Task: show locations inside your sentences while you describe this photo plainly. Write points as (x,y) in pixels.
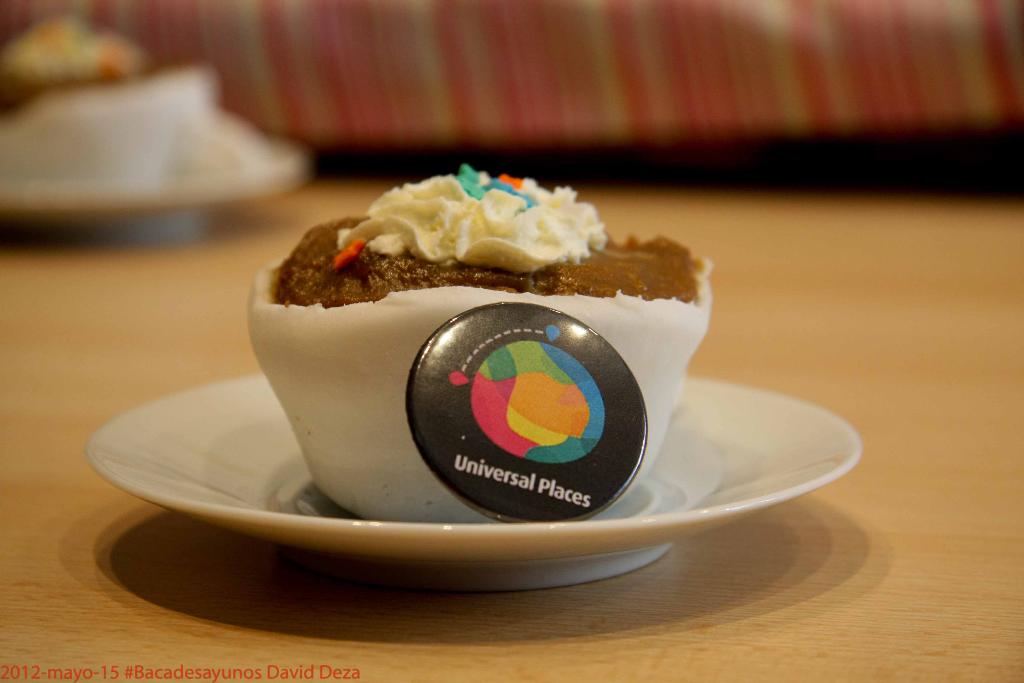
In this picture we can see a plate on a wooden surface (3,455). We can see food items (365,360), a badge (511,317) with text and a logo (562,384) on a plate (753,456). There are other objects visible in the background (305,94). Background (61,155) is blurry. We can see the text (152,673), numbers (21,670) and symbols (127,672) in the bottom left (108,680).
